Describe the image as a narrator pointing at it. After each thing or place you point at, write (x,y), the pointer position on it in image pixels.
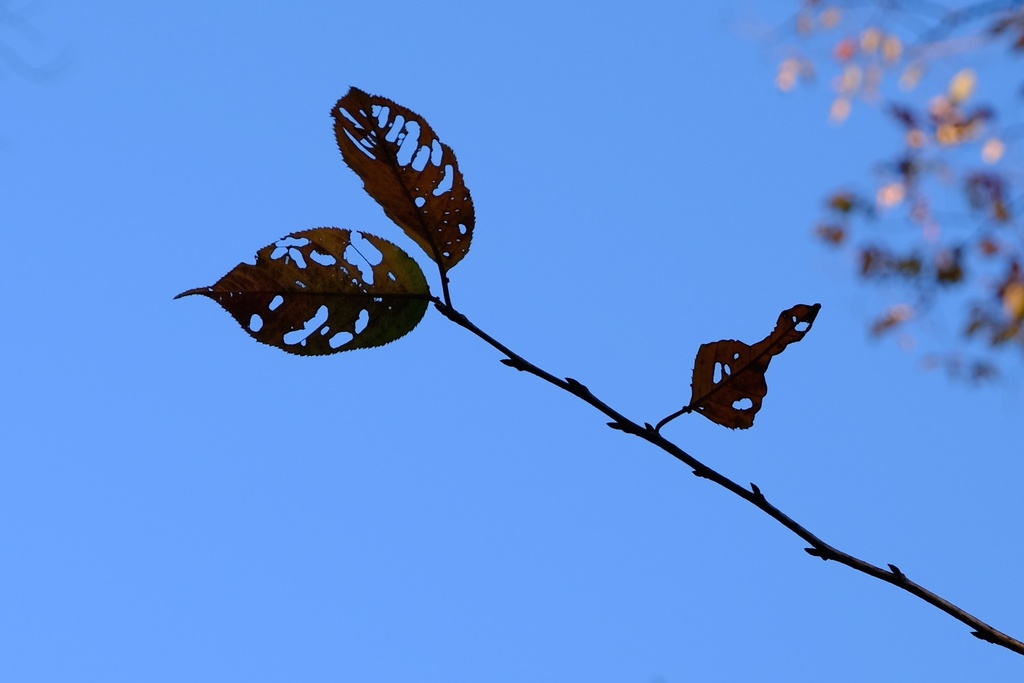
The picture consists of a stem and leaves (405,184). The background (890,66) is blurred.
